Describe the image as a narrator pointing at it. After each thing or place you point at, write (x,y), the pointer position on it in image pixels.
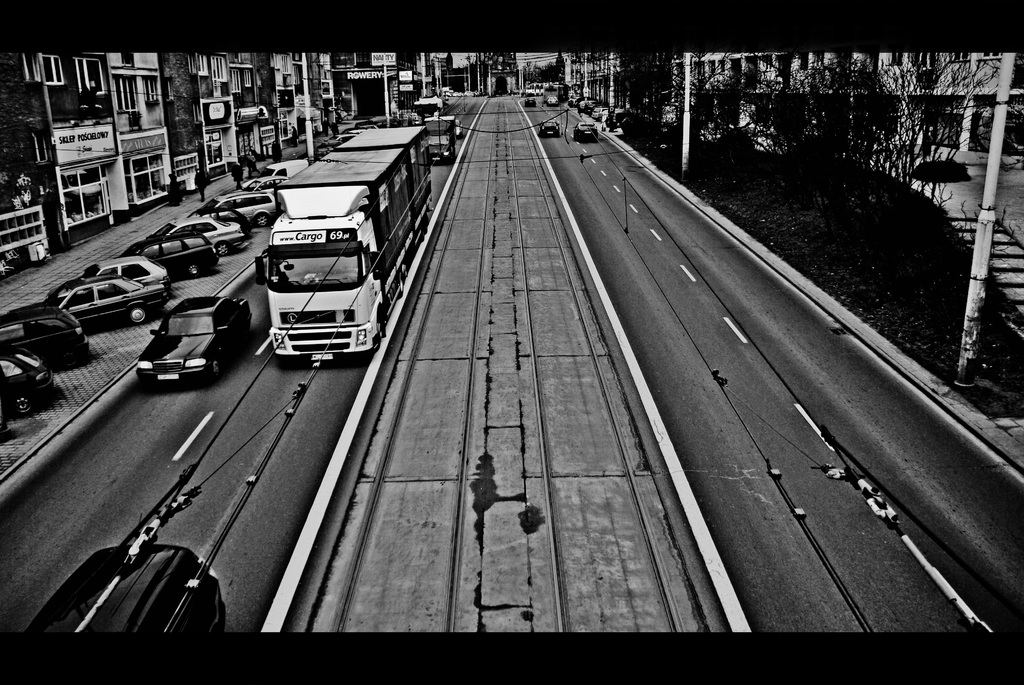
A black and white picture of a city (531,512). Vehicles (370,135) are travelling on a road (287,371). Cars (268,204) are at parking area (168,251). There are number of buildings (197,104). Number of trees (785,113). Divider (509,201) is in middle of the roads (277,404).
